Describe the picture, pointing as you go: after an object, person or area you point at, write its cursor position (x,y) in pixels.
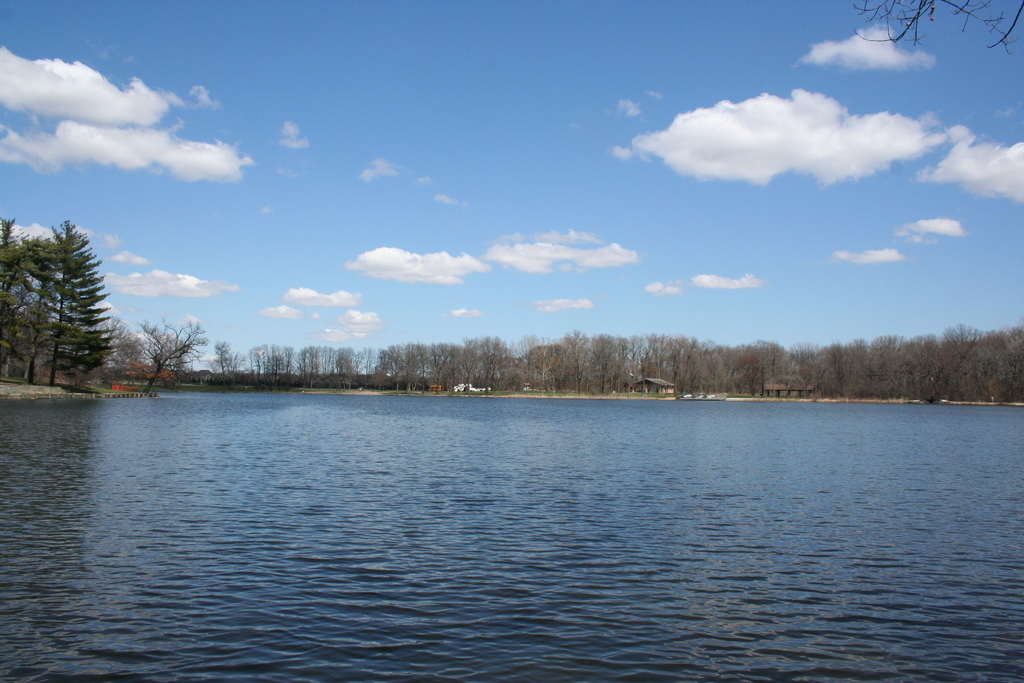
This picture is clicked outside the city. In the foreground (730,531) we can see the water body (1007,472). In the center (566,364) we can see the trees (78,347) and some objects (673,391). In the background (311,81) there is a sky (596,69) with some clouds (904,131).
